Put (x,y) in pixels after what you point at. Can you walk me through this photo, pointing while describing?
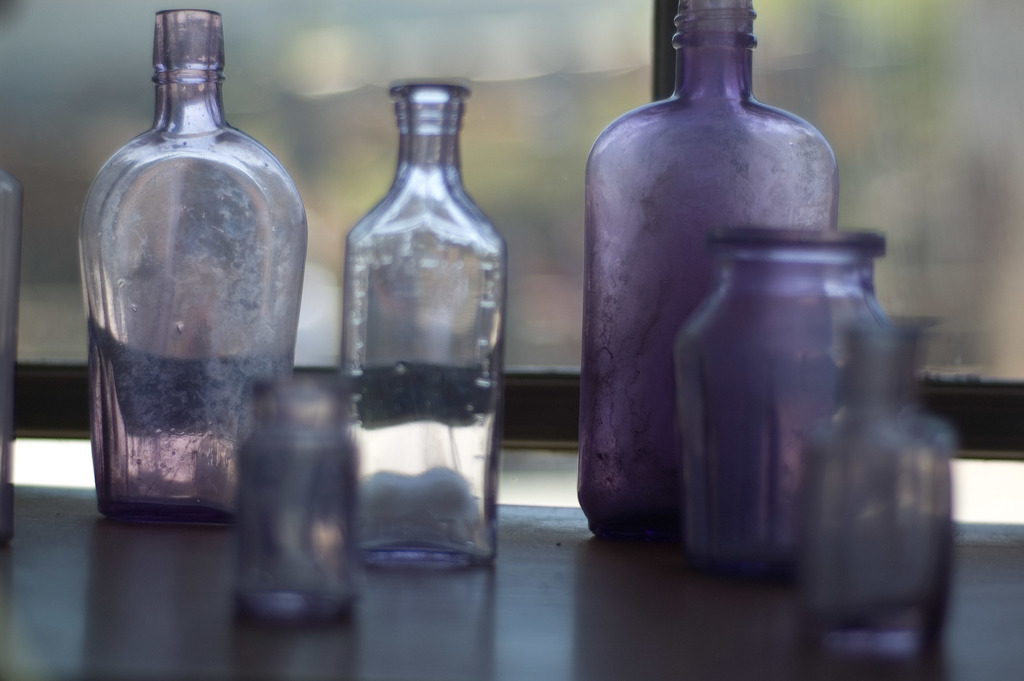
In this image I can see few glass bottles (444,111).
